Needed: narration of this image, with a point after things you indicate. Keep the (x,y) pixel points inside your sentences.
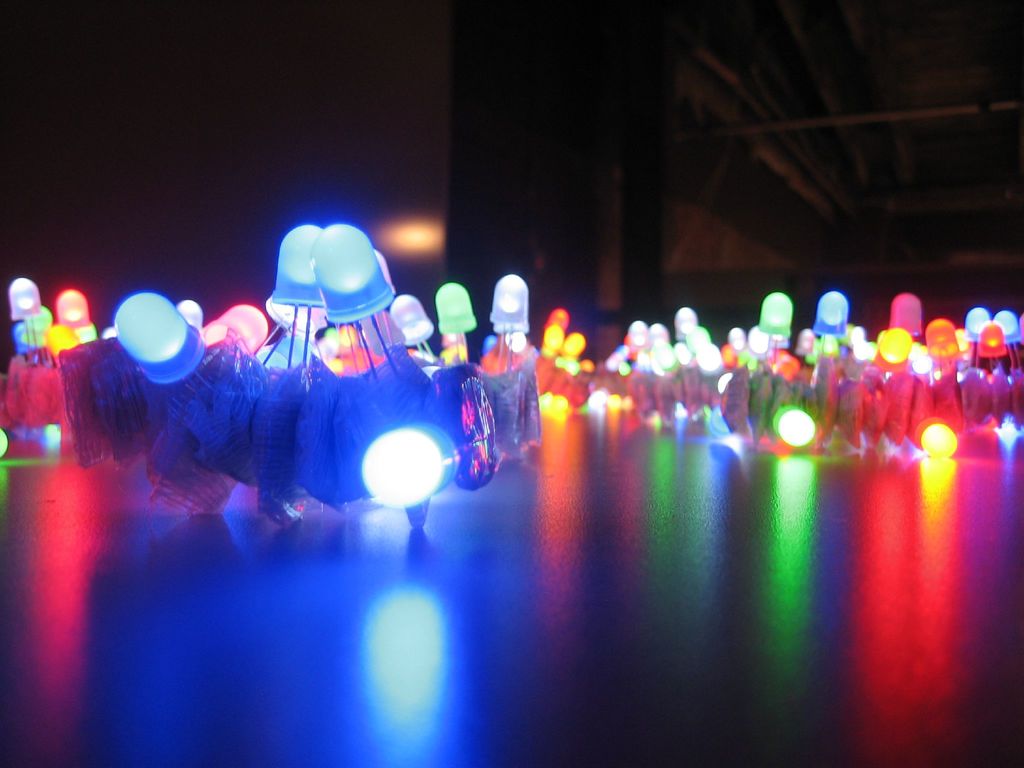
In this picture I can see few lights (339,369) and I can see dark background (461,90).
